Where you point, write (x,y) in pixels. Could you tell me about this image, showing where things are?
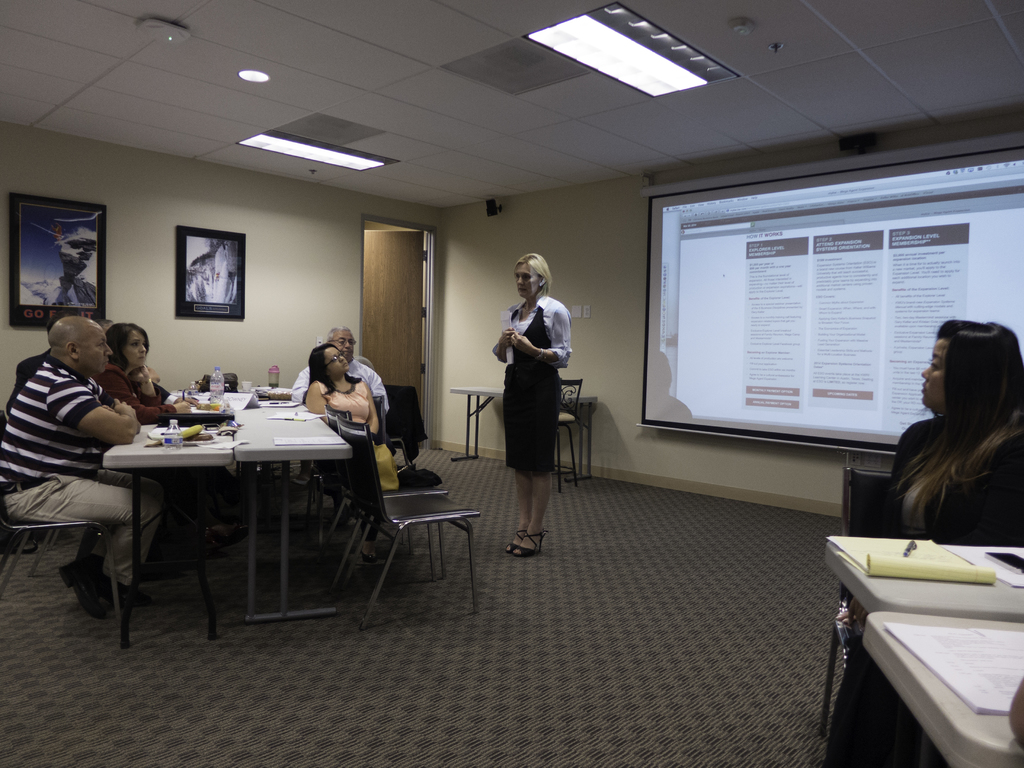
This image taken inside a room (769,612). There are few people (51,351) in this room (774,448). In the left side of the image (324,448) there is a dining table (251,410) and there are few chairs (368,468), few people (85,469) are sitting around the dining table (336,436). In the middle of the image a woman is standing on the floor (505,557). In the right side of the image (1000,505) a woman (1000,505) is sitting on the chair (850,598) and on top of the table (924,697) there are few things (974,665). In the background (253,356) there is a wall (279,261) with picture frames (183,295), projector screen (707,312) and a door (394,303) on it. At the top of the image (72,103) there is a ceiling (385,99) with lights (619,69). In the bottom of the image (456,620) there is a floor (560,720) with mat (592,612).
